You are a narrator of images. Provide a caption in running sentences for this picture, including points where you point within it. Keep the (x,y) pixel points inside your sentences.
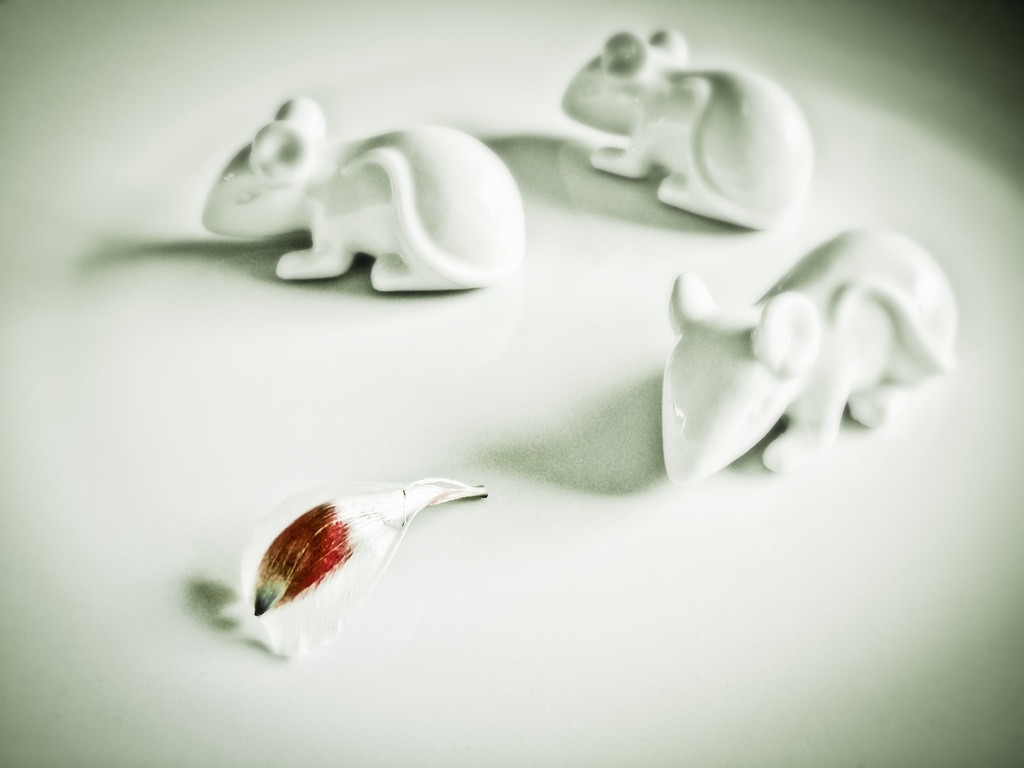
In this image there are objects (790,390) which are white in colour. In the front (364,546) there is an object (376,547) which is white and red in colour.
